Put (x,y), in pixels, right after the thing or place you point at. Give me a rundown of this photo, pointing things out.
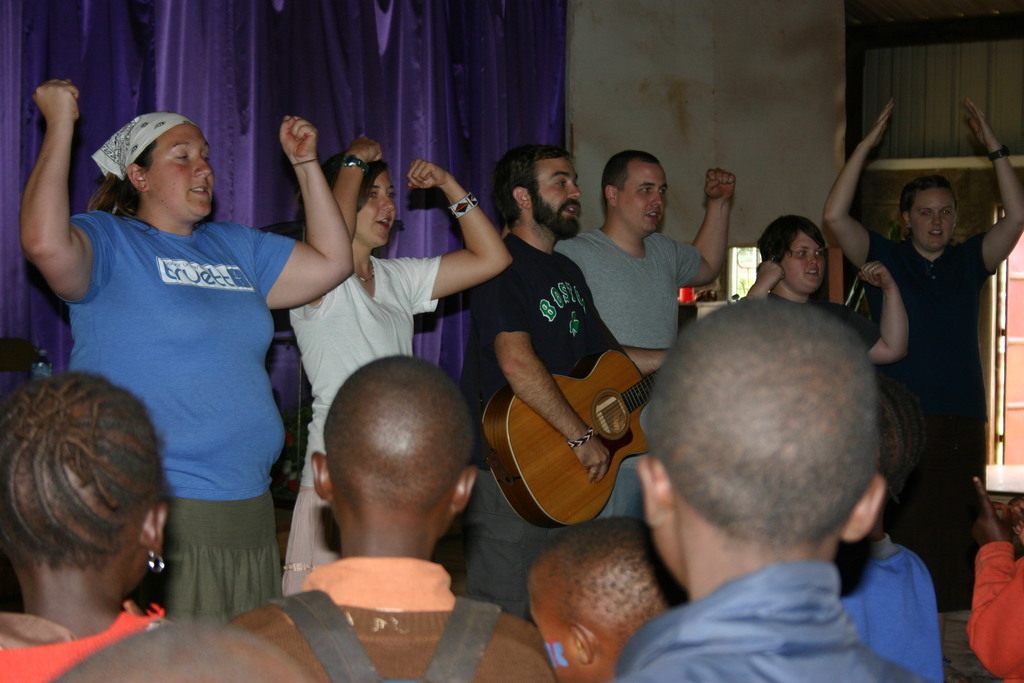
People (403,290) are standing, this person (551,348) is playing guitar (579,503) and this person (395,595) is carrying bag (449,640) and in background (398,103) there is purple color curtain (461,92).
